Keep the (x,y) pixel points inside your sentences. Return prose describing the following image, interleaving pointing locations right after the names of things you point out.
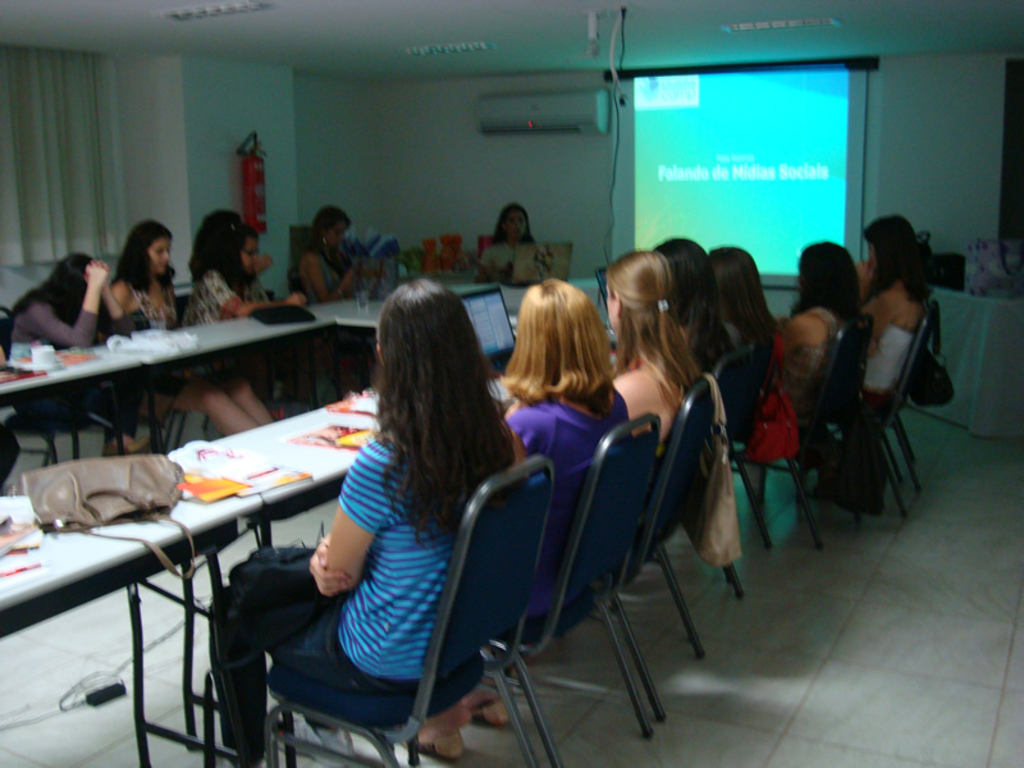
In this picture we can see a group of people (462,487) sitting on chair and in front of them there is table (305,326) and on table (203,510) we can see papers (239,482), bag (45,490), laptop (470,296) and in background (621,160) we can see screen (636,153), AC (555,95), wall (443,127), fire extinguisher (245,163), curtains (1,150).
